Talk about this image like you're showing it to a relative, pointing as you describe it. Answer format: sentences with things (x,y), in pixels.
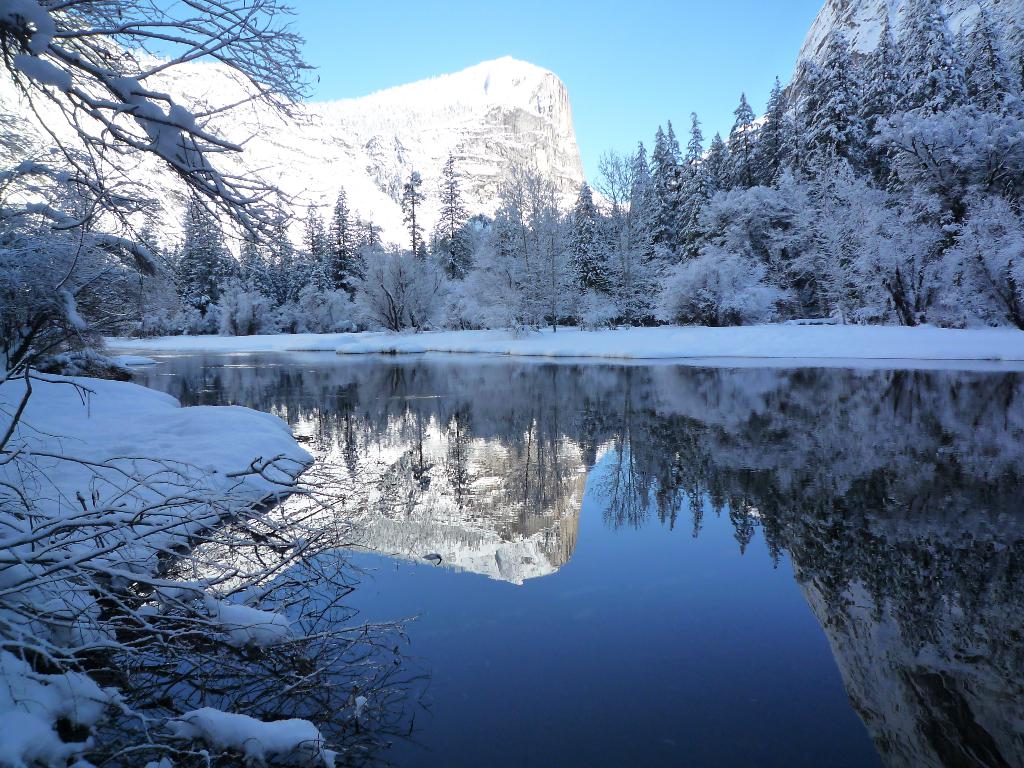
In this picture I can see trees (667,288) hill (235,137) and I can see snow (940,339) on the hill (428,185) and on the trees (717,216) and I can see water (633,553) and a blue sky (640,78) and I can see reflection (579,513) of trees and hill (484,473) in the water (297,363).
